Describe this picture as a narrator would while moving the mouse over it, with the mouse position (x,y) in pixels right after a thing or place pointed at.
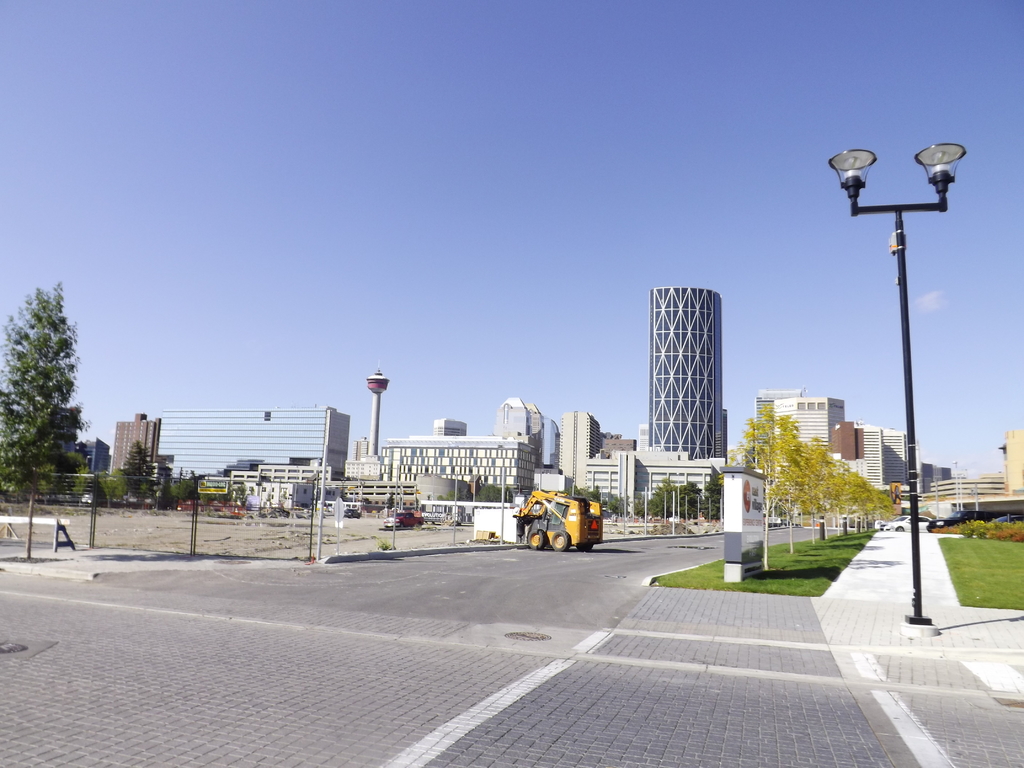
In this picture we can see some grass (975,591) on the ground (803,536). There are trees (854,495), street lights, vehicles (585,520), buildings (267,431), a tower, other objects (36,521) and the sky (701,261).
